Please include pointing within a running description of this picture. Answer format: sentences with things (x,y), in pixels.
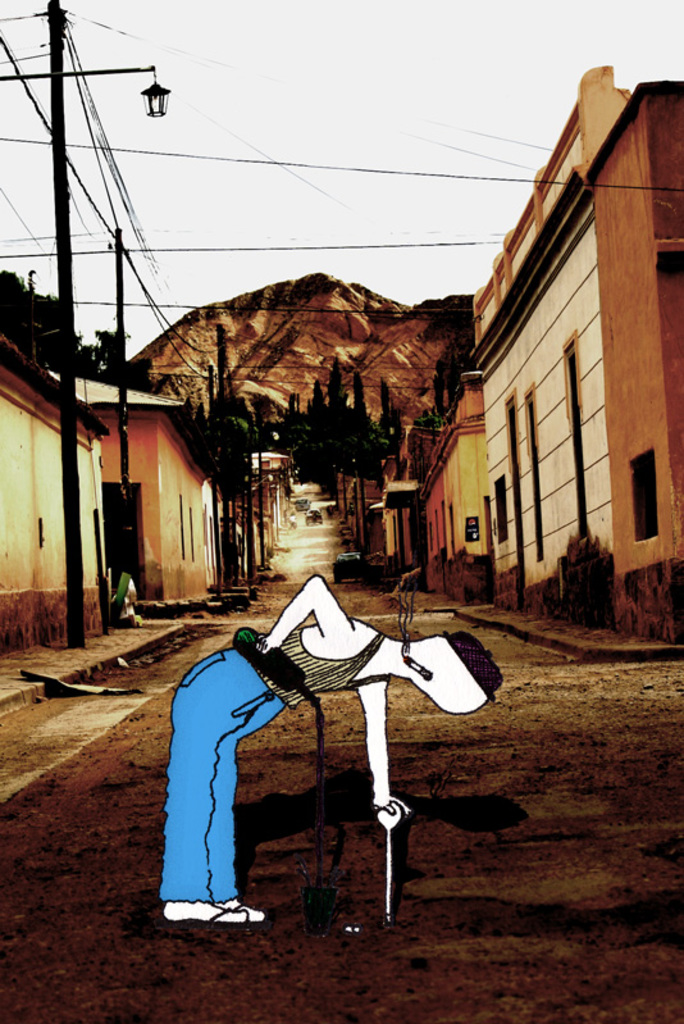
This is an animated picture. In this picture we can see the sky (395,111), transmission wires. We can see the poles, mountain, houses (493,586), vehicles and objects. We can see a person (383,782) in a bending position and holding objects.
